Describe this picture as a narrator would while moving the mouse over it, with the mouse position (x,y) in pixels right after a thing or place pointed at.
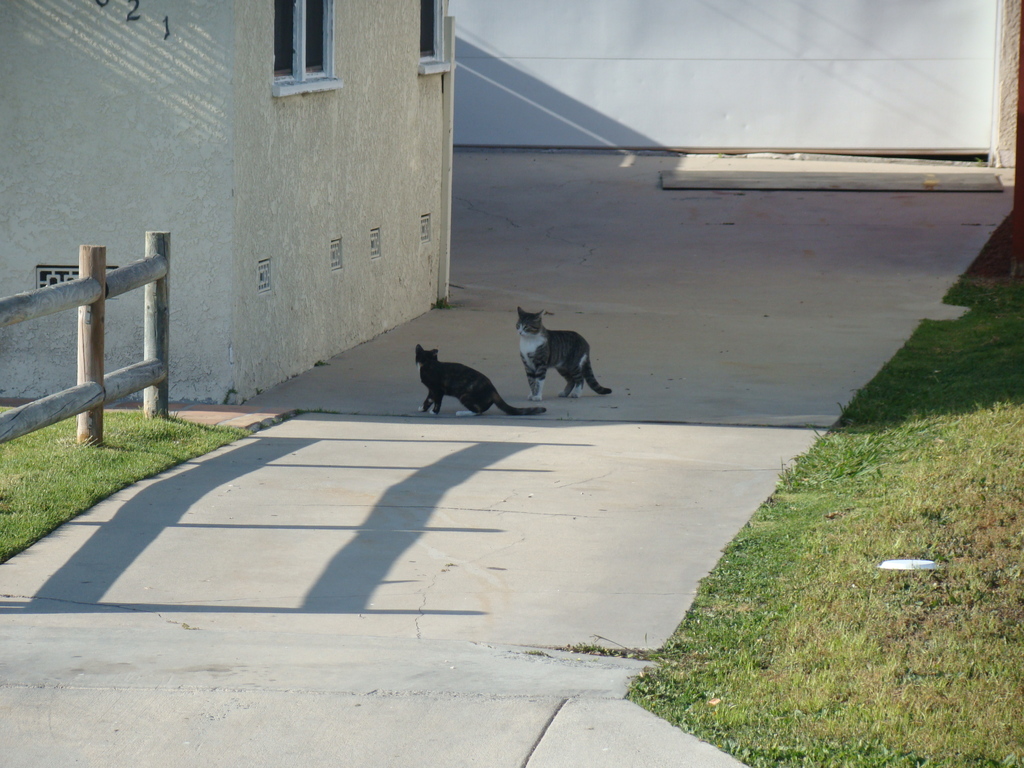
In this image there are two cats (533,383) visible on the road (469,570), in the top left (169,62) there is a building (331,116), fence (159,373), in the middle (415,371) there is a road (629,167), and there is the board (753,67) visible at the top (952,77).
